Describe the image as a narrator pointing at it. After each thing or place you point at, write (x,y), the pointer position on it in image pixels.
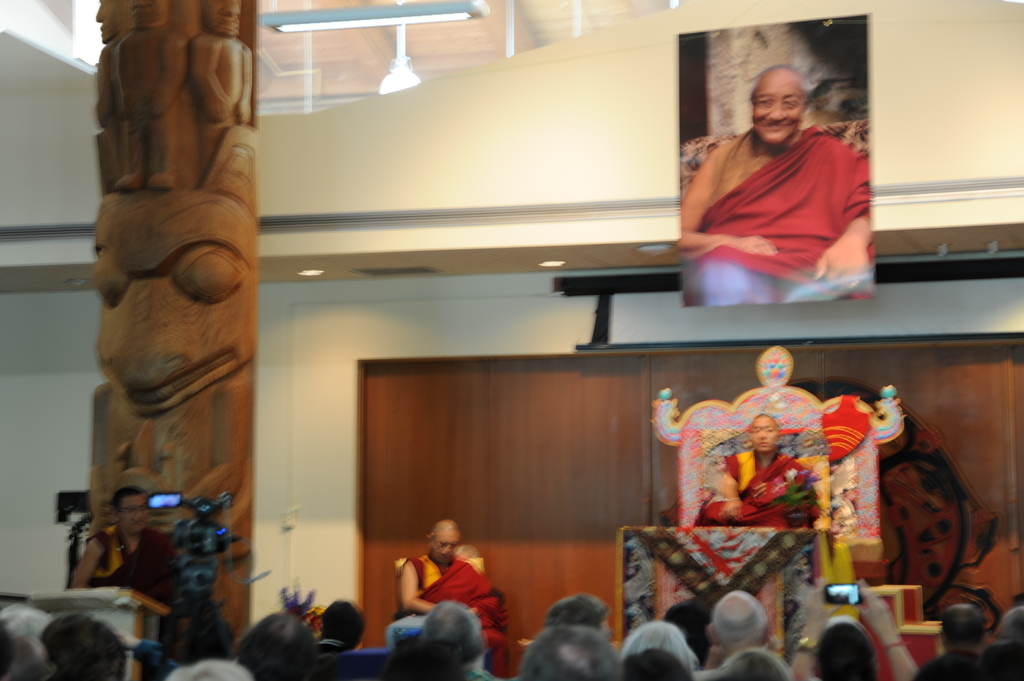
On the left side (162,176) there is a wooden pillar (173,284) with some art (161,217) on that. Near to that a person (122,531) is standing. Also there is a video camera (187,540). There are many people (680,674). In the back (454,583) there is a person (445,573) sitting on a chair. Also there is another person (750,516) sitting on a big chair (704,421). Near to that there are steps (914,605). In the back (776,216) there is a photo frame (771,160) on the wall (478,133). Also there is a wall (398,223) in the background (374,327).
